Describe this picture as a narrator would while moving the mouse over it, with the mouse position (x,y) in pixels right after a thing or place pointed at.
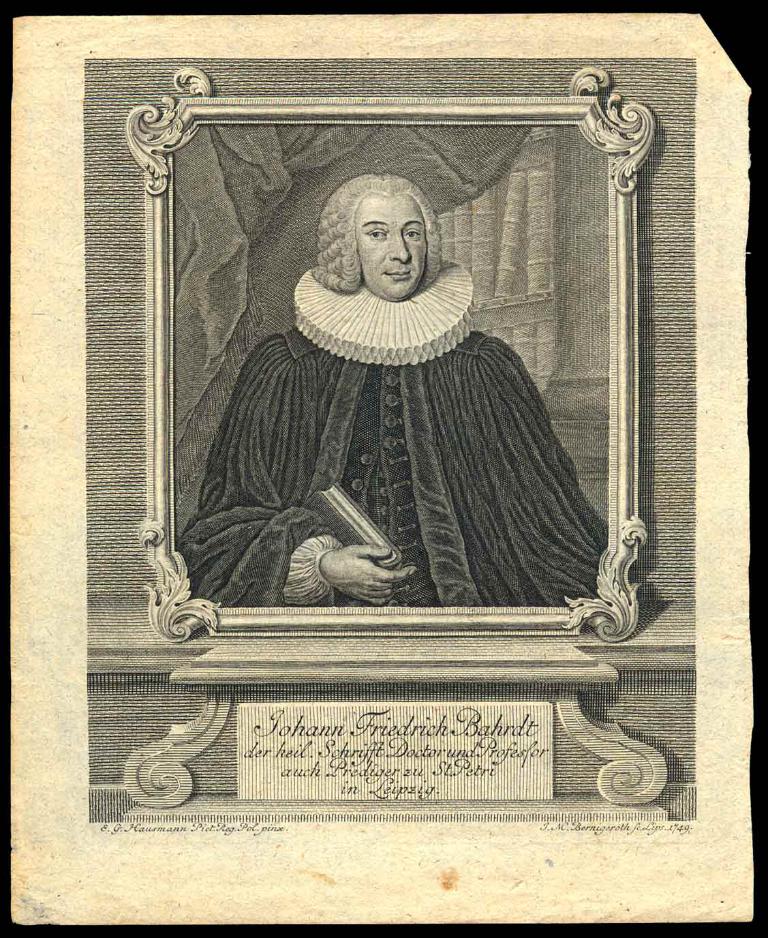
This is a poster (593,262). On the poster (266,849), we can see text (379,746), frame (253,101) and a person (436,415). The person (485,353) is holding a book (361,525) in his hand (350,573).
